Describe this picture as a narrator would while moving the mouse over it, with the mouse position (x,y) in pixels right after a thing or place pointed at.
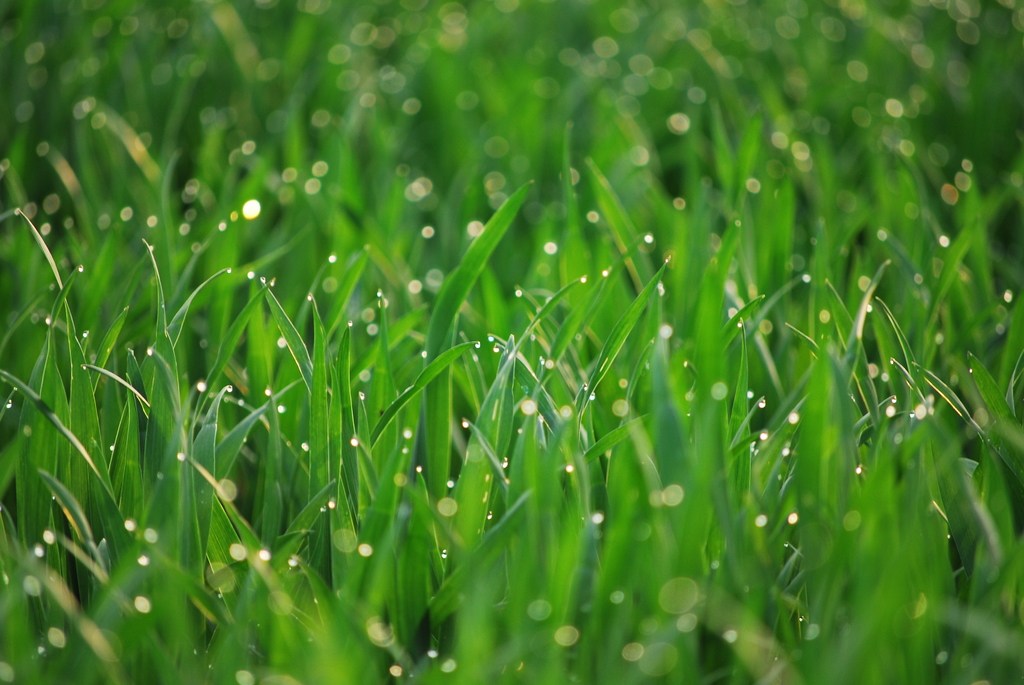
In this image there are a few water drops (730,289) on the grass (562,482).
